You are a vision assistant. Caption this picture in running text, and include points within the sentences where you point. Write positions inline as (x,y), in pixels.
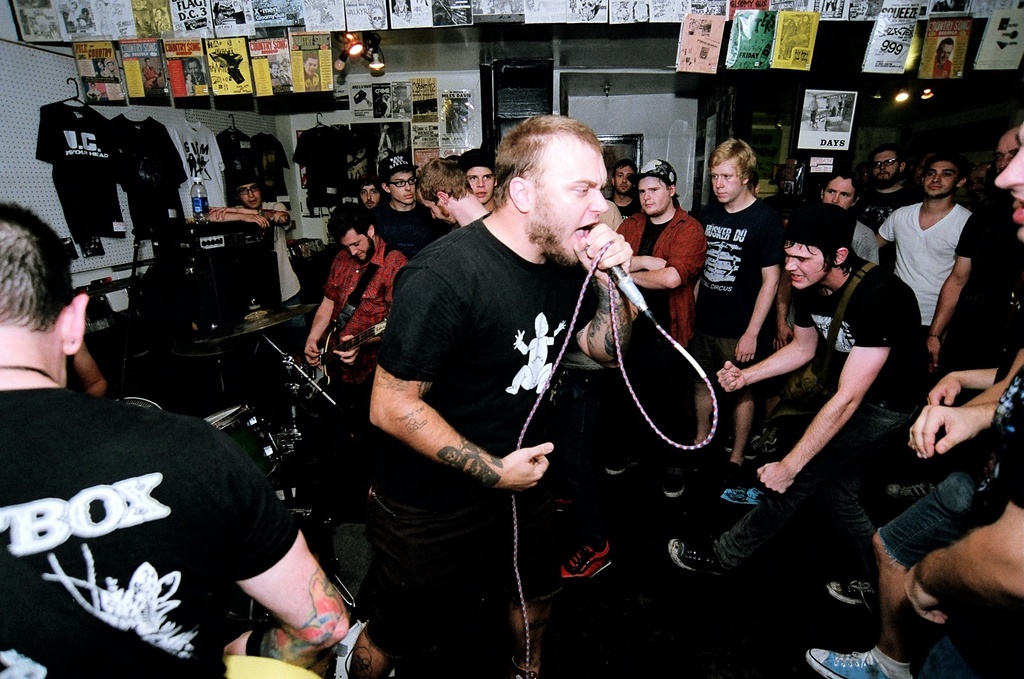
In this image we can see persons (775,272) standing on the floor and some of them are holding musical instruments (622,289) in their hands (520,451). In the background (188,70) there are papers (319,35) pasted to the wall (659,82), electric lights (370,44), door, disposal bottles (203,208) and t shirts (229,171) hanged to the hangers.
